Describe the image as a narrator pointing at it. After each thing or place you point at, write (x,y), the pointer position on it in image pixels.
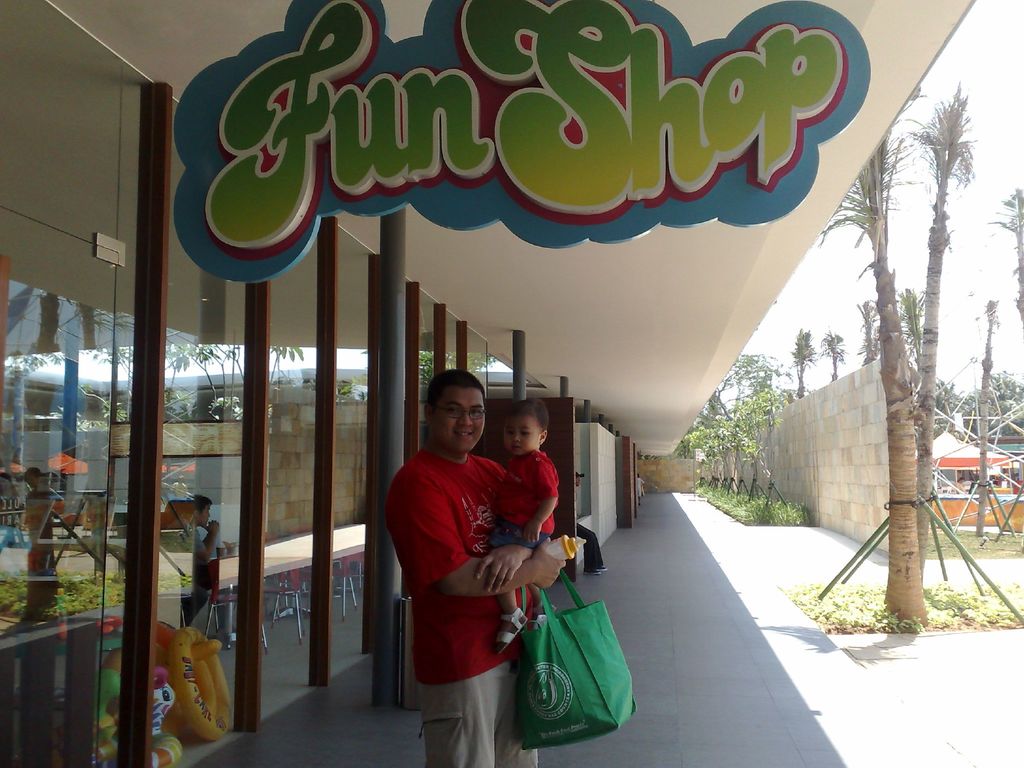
In the center of the image (432,434) there is a person (424,498) standing and holding a baby (499,636). On the right side of the image (919,410) we can see trees (910,424), wall (864,422), tents (948,463). On the left side of the image (26,373) we can see doors (310,343) and pillars (327,322).
